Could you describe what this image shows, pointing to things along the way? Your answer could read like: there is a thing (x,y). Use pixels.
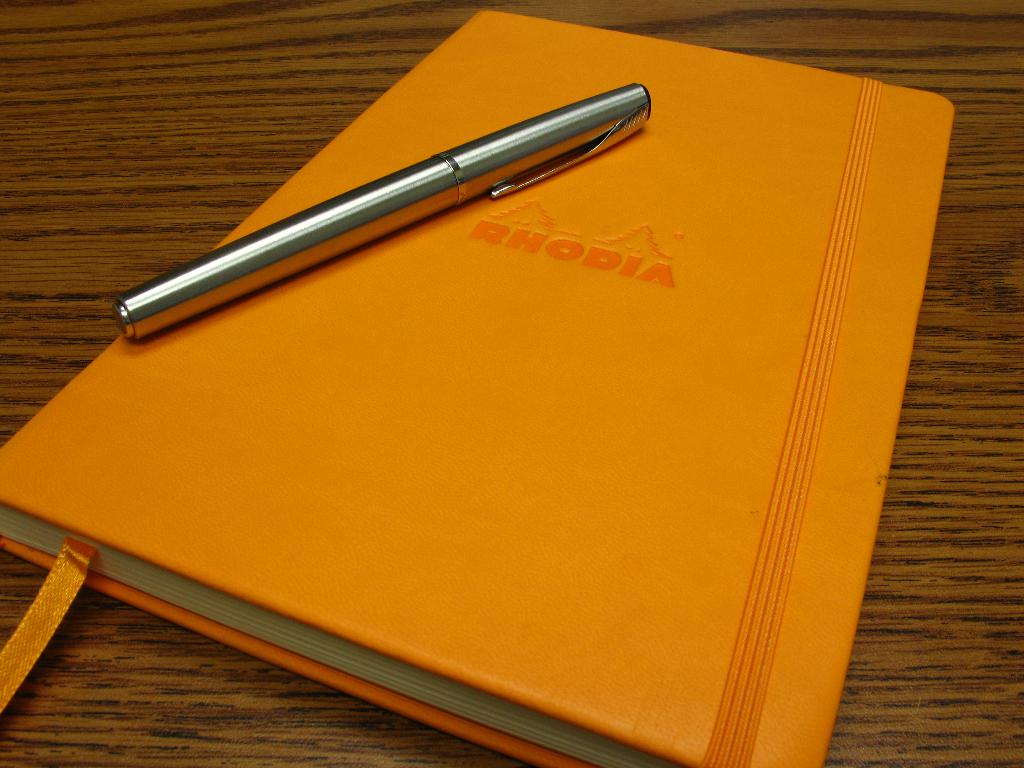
Here we can see a book (713,465) and a pen (570,117) on the wooden platform (91,665).
